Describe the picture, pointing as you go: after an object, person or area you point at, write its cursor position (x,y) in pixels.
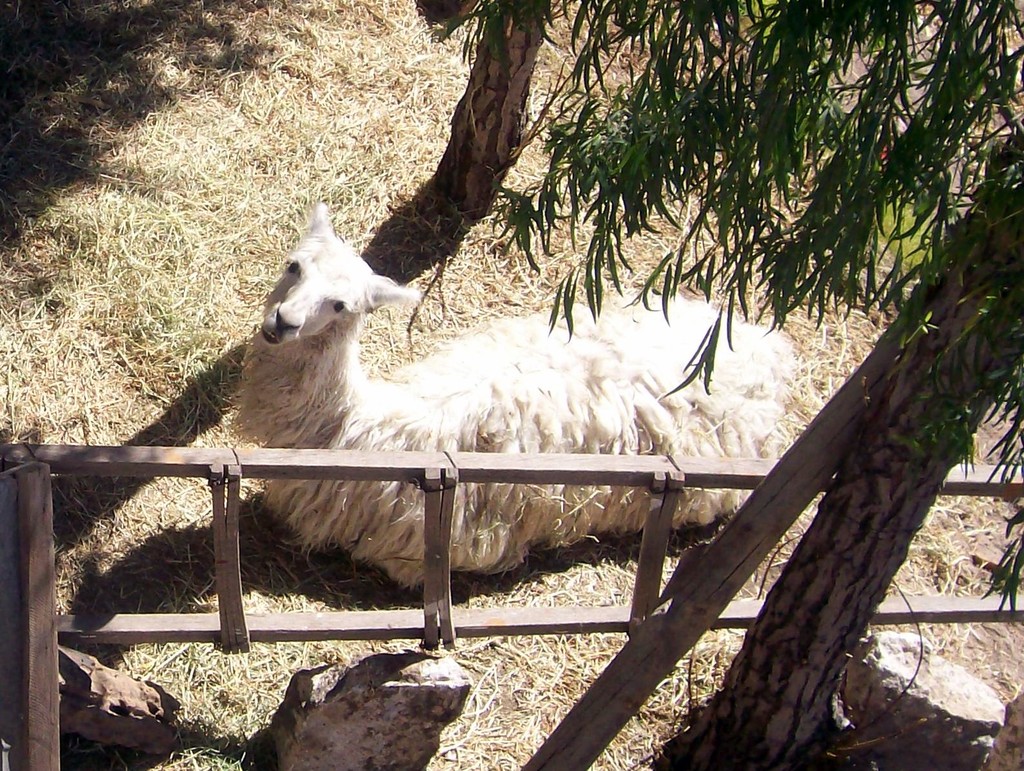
In the picture there is an animal (349,395) lying on the grass (166,535) and there are two trees (909,520) on either side of the animal (749,405).
